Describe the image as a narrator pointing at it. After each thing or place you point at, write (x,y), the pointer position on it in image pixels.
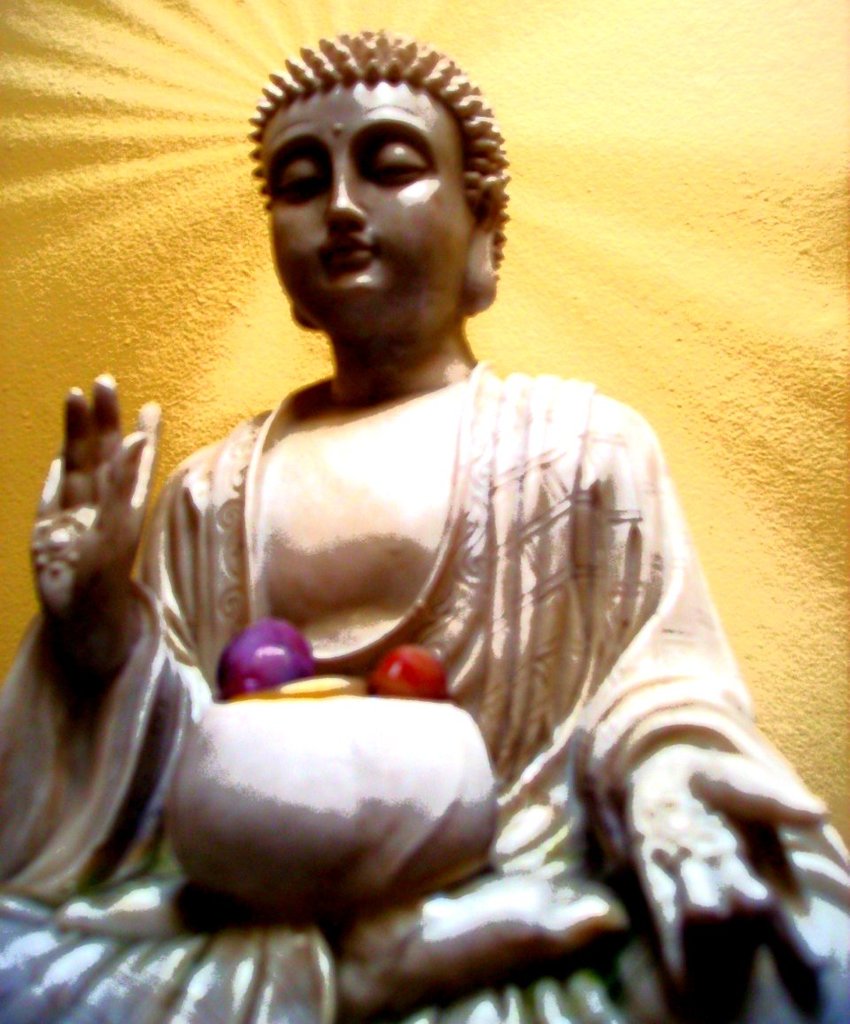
In this image, we can see a statue (201,718). Background (774,233) there is a yellow color.
